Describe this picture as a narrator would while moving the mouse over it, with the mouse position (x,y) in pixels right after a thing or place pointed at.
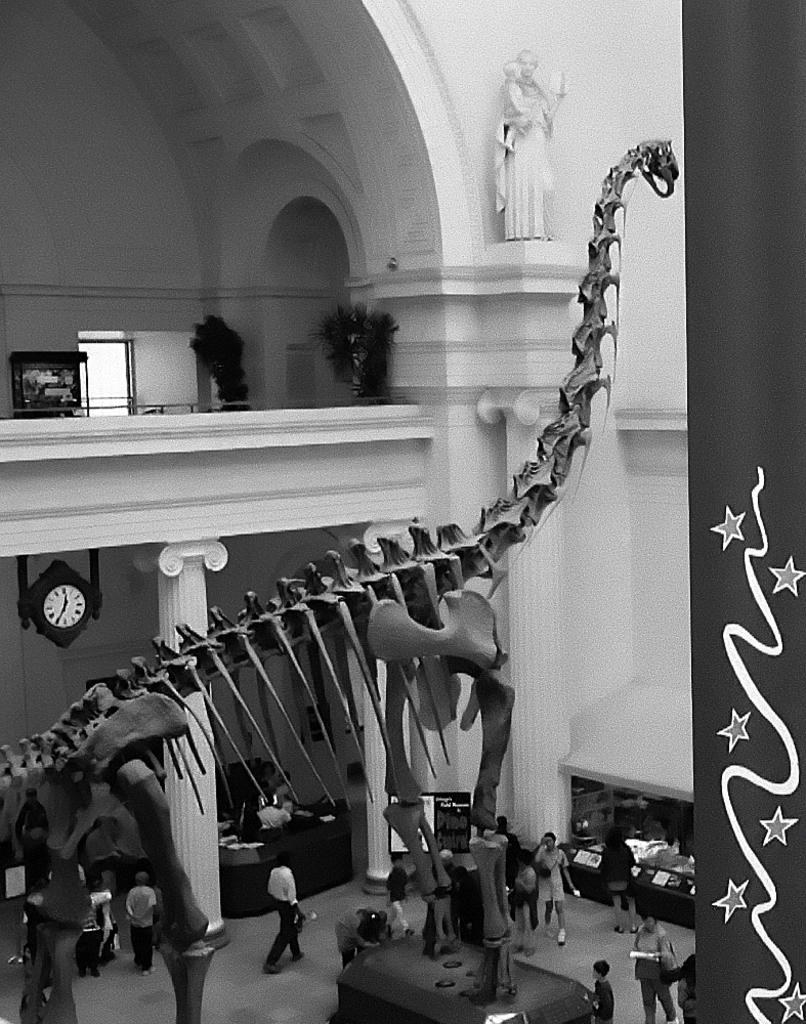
It looks like a black and white picture. We can see there is a skeleton (164,735) of an animal (330,589) and on the floor (331,921) there are groups of people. Behind the skeleton (220,614) there is a sculpture (524,233), clock (81,601), pillars (188,605), house plants (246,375), wall (371,306) and other things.
